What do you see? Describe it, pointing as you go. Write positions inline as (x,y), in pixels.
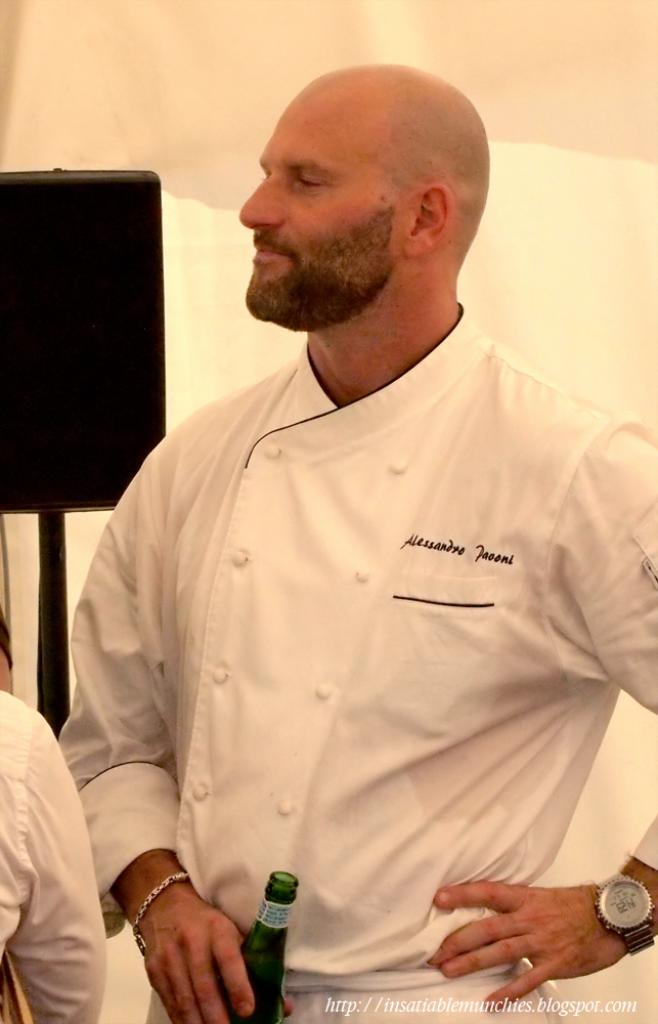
This picture is mainly highlighted with a man (347,895) holding a bottle (249,961) in his hand (239,962). He wore a bracelet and a watch (603,893).
